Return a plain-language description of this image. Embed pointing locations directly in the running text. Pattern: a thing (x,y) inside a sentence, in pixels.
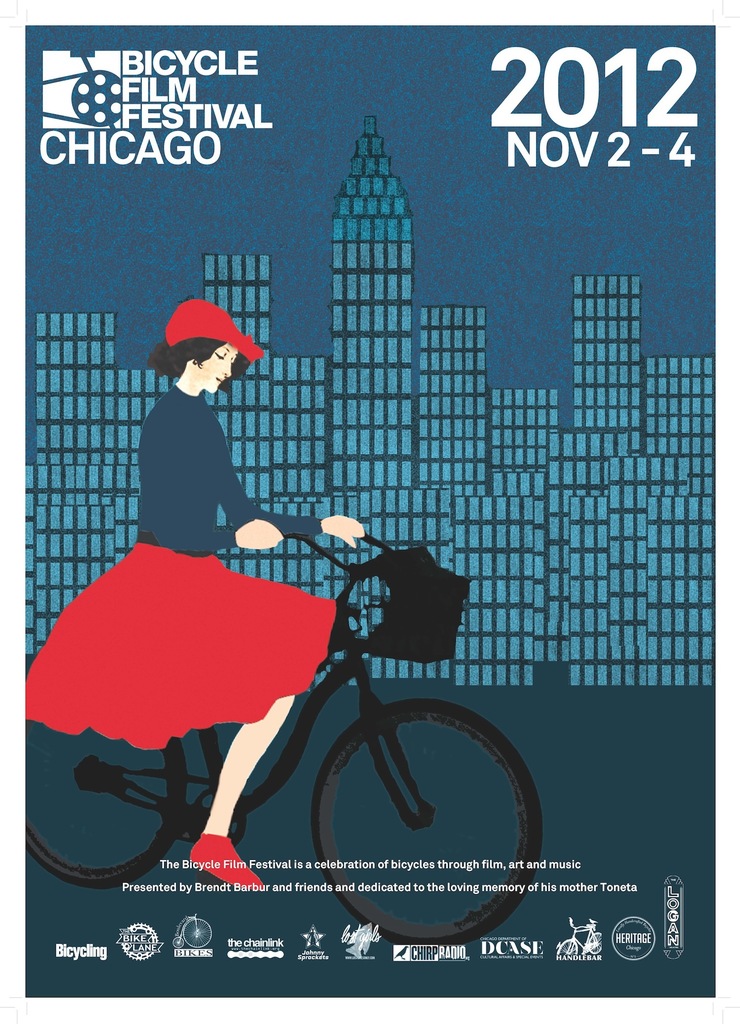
In this image we can see advertisement (161,338). In this image we can see girl (145,721) on the cycle (132,776), buildings (48,570). At the top of the image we can see text (50,136). At the bottom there is text (205,885).
